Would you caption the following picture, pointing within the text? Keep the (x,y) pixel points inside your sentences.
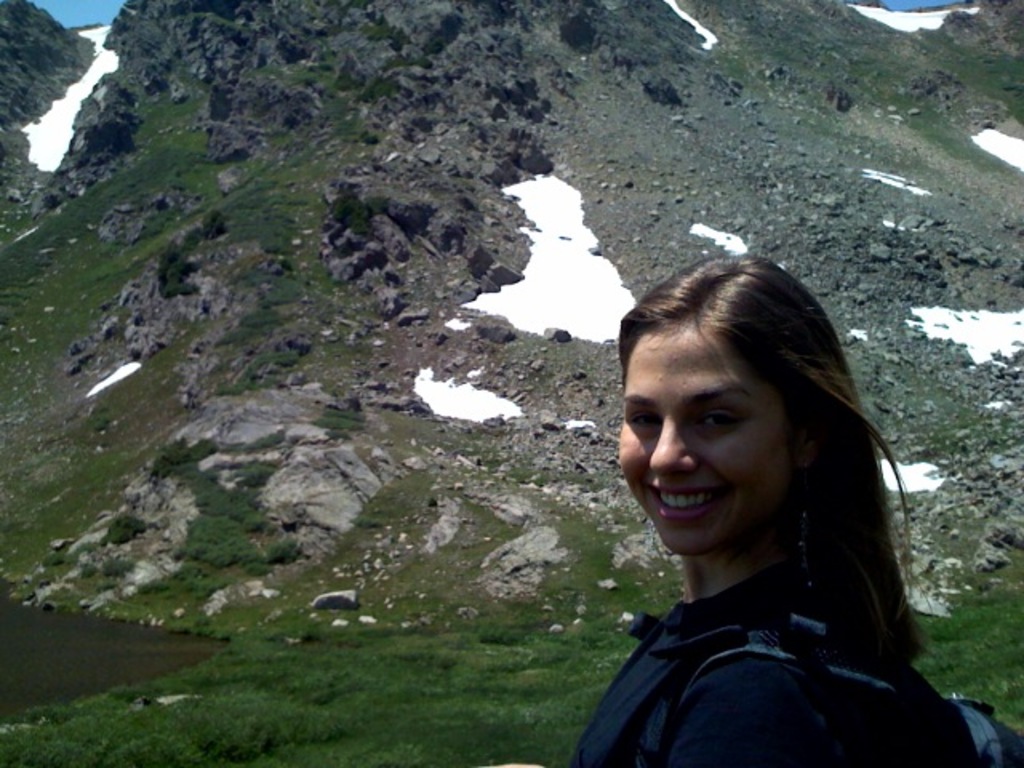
In the image we can see there is a woman (686,757) and she is carrying bag (976,749). Behind there is grass (7,354) on the rock hill (519,272) and there is snow (571,303) on some parts of the rock hills (832,247).
